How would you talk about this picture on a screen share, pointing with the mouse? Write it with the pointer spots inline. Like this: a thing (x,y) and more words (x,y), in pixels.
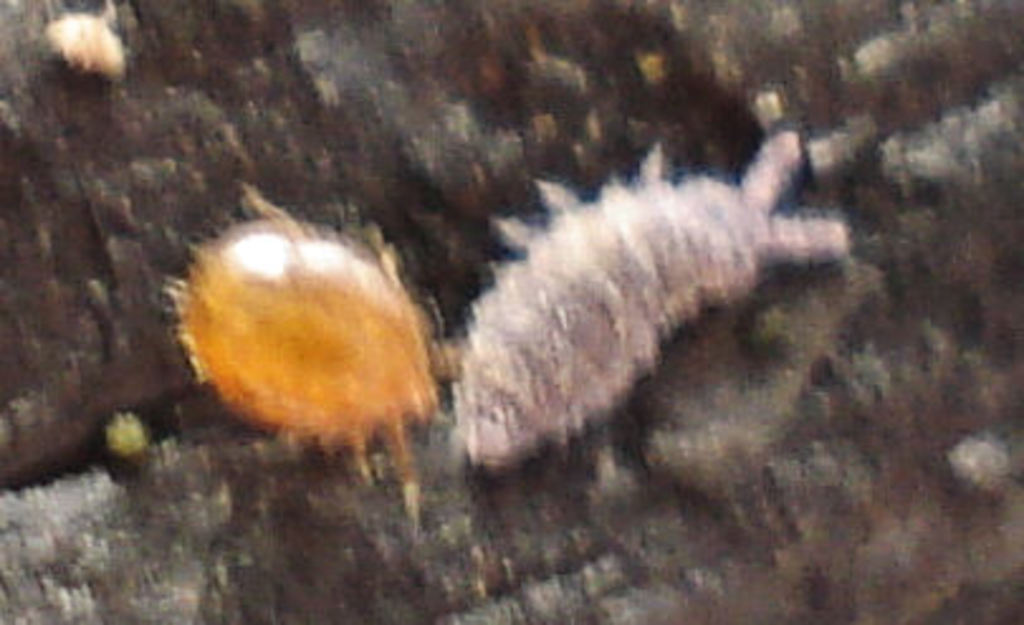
In the given image i can see a insects (409,316) with slightly blur.
